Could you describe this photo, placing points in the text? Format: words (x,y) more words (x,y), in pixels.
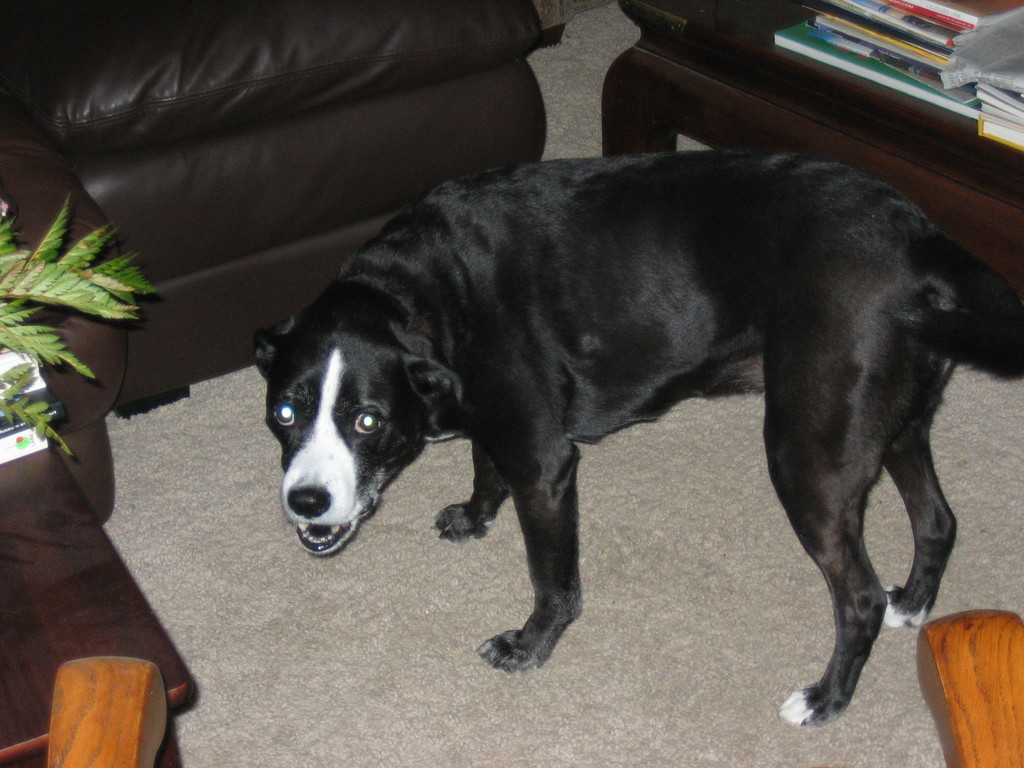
This image consists of a dog (602,379), sofas (86,97), table (157,631). On the top right corner (859,88) there is a table (924,211) and books (890,71) placed on it. On the left side (334,135) top corner there is a sofa (147,237) and left side (8,724) bottom corner there is a table (100,641) and books (11,448) placed on that table (123,644). This dog (810,540) is in the middle of the image (369,291) it is in black colour. There might be a sofa (1001,741) in the bottom side (1017,732).
